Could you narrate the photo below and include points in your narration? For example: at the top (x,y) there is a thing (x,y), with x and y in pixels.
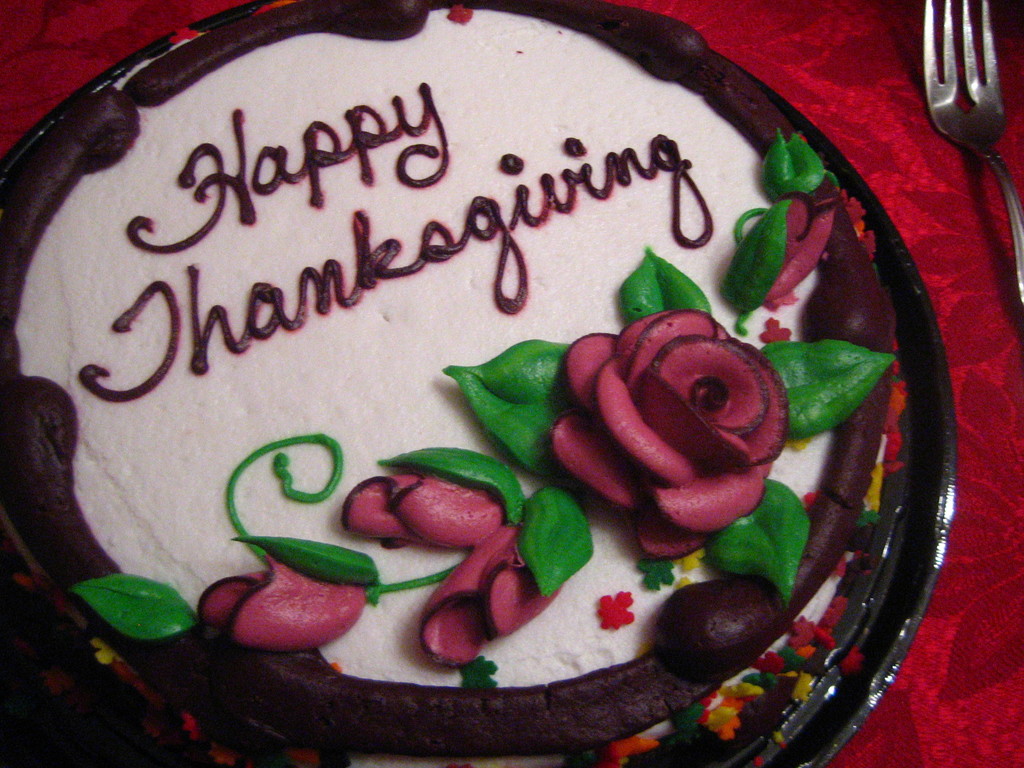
On this red cloth (743,34) there is a cake (839,222) and fork (991,124). Above this cake (152,318) there is a flower (634,463) and leaves (490,405).
